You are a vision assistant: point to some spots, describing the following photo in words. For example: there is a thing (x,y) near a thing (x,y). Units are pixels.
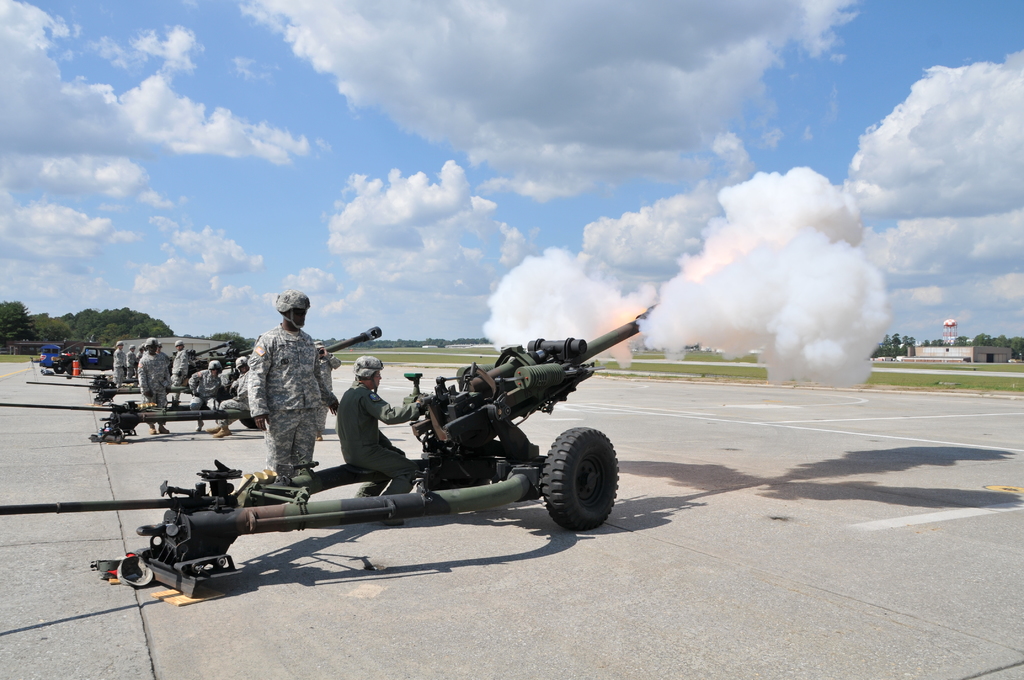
On the left side of the image (284,390), we can see people (279,418), vehicles (94,367) and cannons (434,475) are on the path (472,599). In the background (964,349), we can see trees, house (990,356) and cloudy sky (641,195). In the middle of the image (622,300), we can see the smoke (737,308).
